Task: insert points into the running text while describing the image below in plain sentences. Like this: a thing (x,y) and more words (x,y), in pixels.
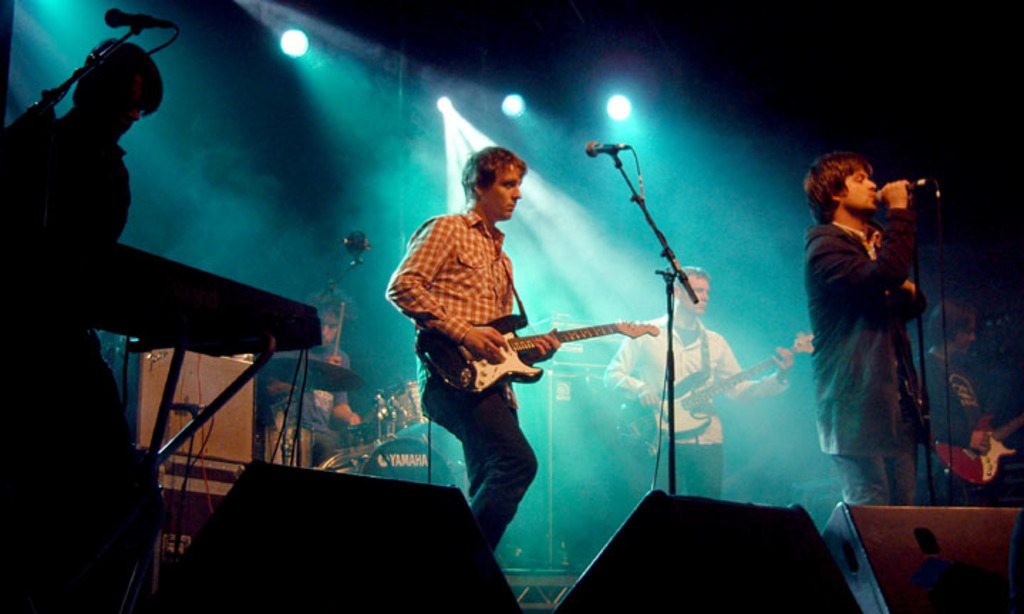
On the stage (783,473) there are some people (99,347). The man (968,308) at the right corner (964,396) is playing a guitar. And the other man (871,341) with the black jacket (871,284) is singing a song. And the men (485,277) in the middle (486,280) with checked shirt (474,267) is playing a guitar (525,322). In front of him there is a mic (625,145). And to the left corner (128,262) there is a man (115,236) playing piano (166,272). And in the back side (318,349) there is a man (324,408) playing drums (343,385). In front of them there are speakers (718,565). On the top (449,116) there are lights (458,114).
